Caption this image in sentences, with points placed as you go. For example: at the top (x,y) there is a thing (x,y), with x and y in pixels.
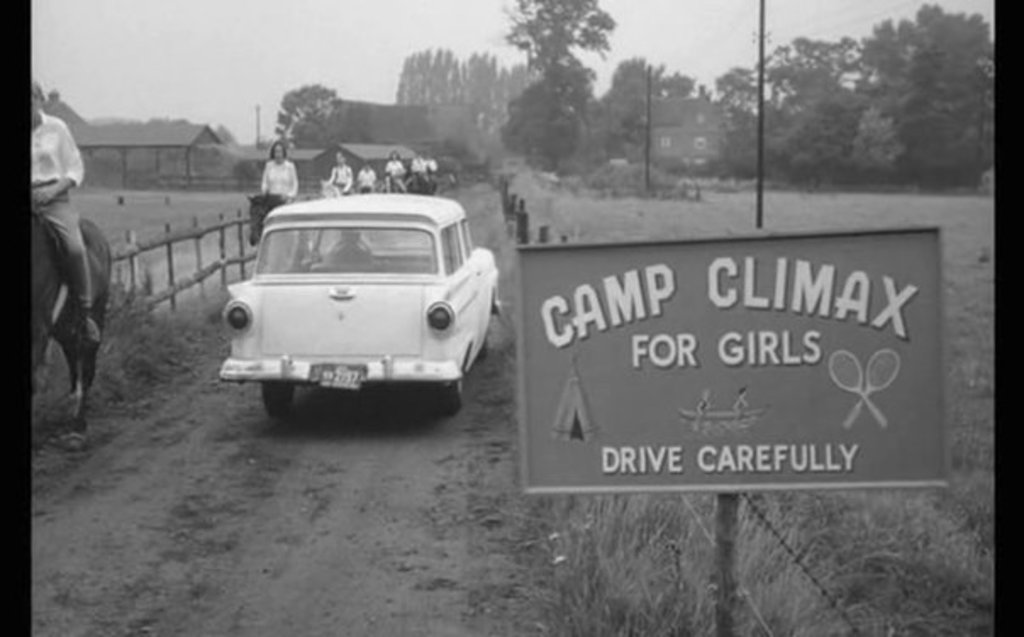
In this image I can see a vehicle (318,353), in front (812,429) I can see a board (786,429) attached to the pole (733,494). Background (421,95) I can see few horses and few person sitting on the horses (252,230), trees (631,141) and few poles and the image is in black and white.
